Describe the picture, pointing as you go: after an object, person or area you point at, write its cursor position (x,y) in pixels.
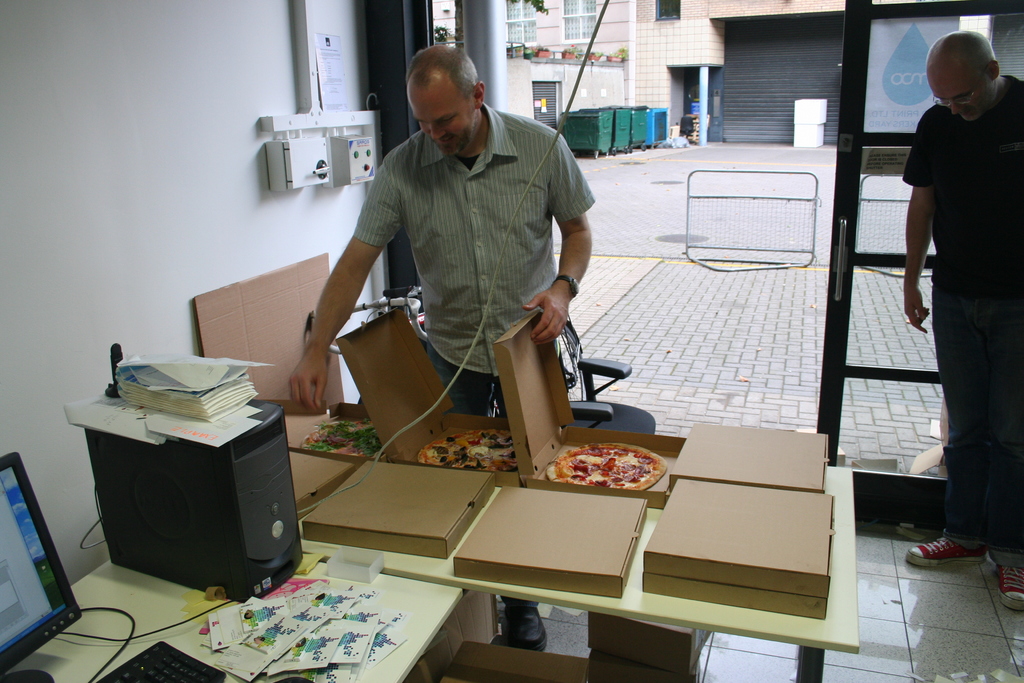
In this image i can see a man (493,183) holding a pizza box (526,334) there are few pizzas (597,480) on a table (644,544), a desk top (18,545), few papers (287,591) on a table (410,604), at right (960,159) there is a man (969,315) standing at the back ground (608,124) i can see few bins (641,133), building (681,58), a small pots (617,58).
